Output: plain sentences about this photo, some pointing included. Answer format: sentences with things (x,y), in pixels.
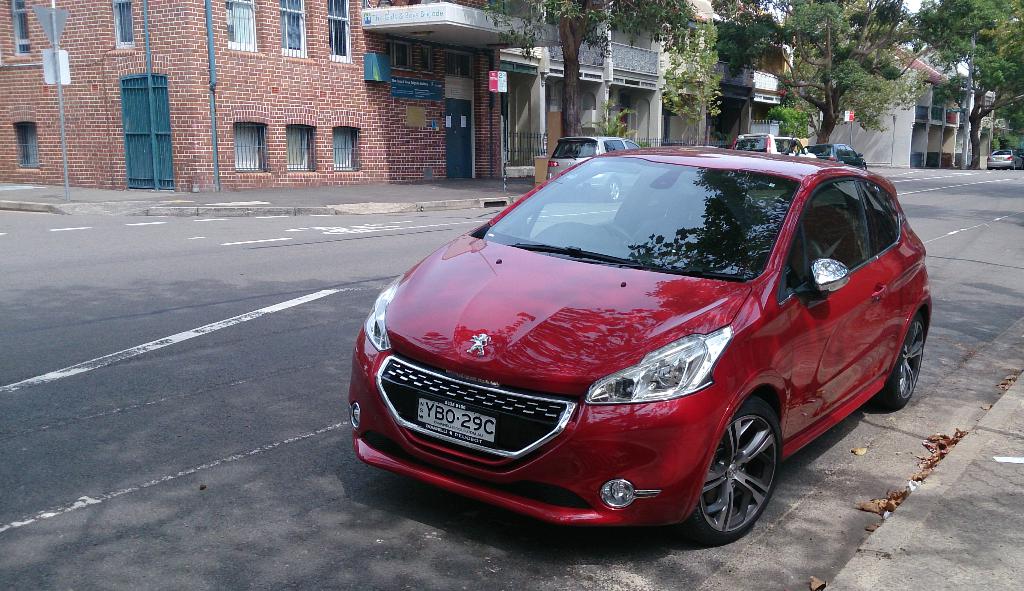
In the picture I can see vehicles (742,269) on the road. In the background (639,131) I can see trees (785,78), buildings (453,125), poles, boards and some other things (514,142).
